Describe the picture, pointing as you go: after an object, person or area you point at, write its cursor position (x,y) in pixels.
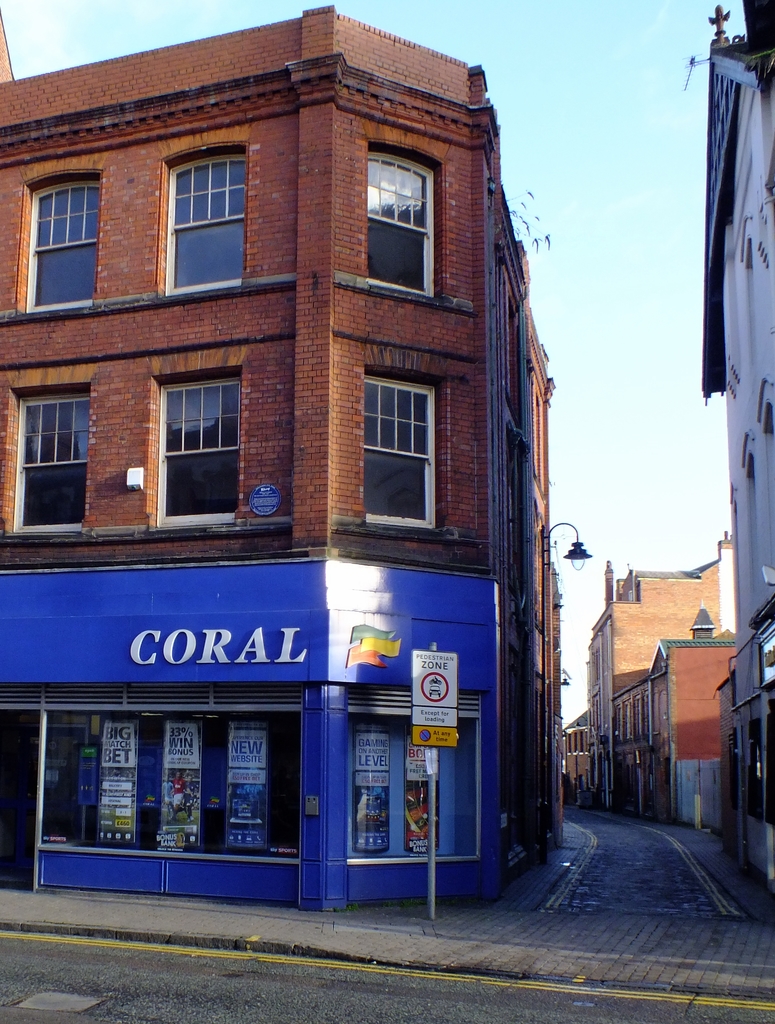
In the center of the picture (416,383) there are buildings (389,563), board (381,675) and streetlight (547,563). In the center of the background (652,615) there are buildings (615,794) and a road (600,846). In the foreground (316,941) there is road (169,970) and footpath (228,931).
